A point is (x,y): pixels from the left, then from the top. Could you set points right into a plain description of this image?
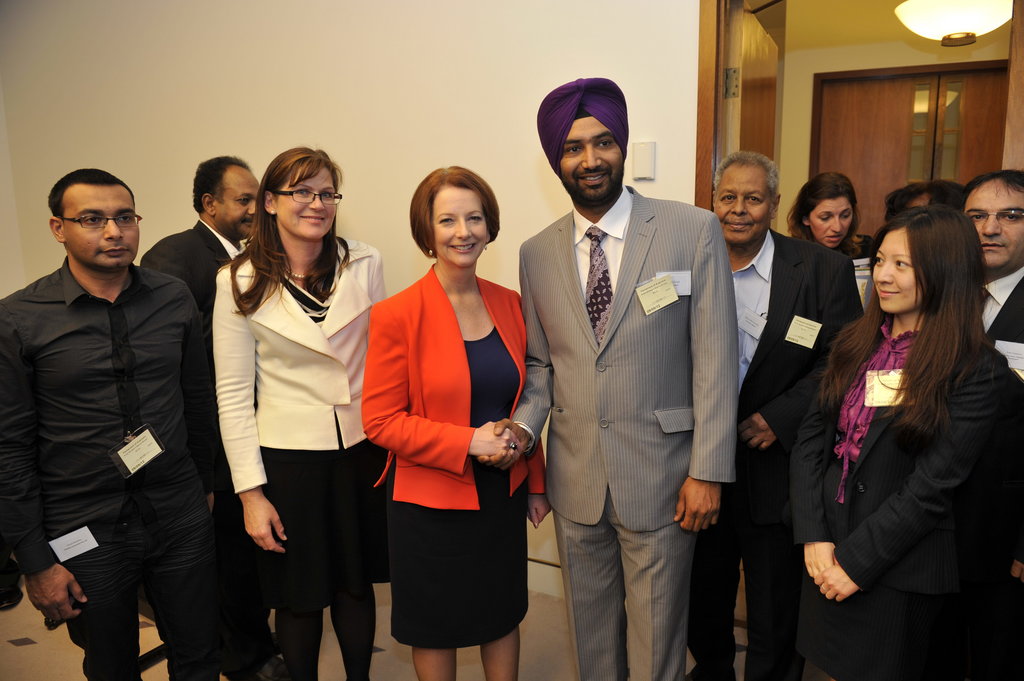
Here in this picture we can see some people (245,280) standing on the floor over there and we can see most of them are wearing jackets (619,383) and ID cards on them and smiling and behind them we can see a door (725,45) present over there and at the top (998,15) we can see a light (956,40) also present over there.
